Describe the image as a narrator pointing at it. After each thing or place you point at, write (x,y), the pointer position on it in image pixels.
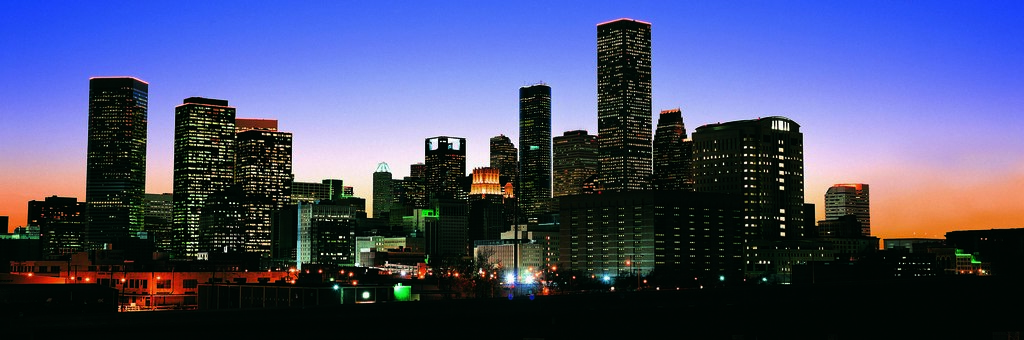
In the image there are many buildings (594,226) with lights (401,283). And there is sky (573,51) in the background (573,51).
